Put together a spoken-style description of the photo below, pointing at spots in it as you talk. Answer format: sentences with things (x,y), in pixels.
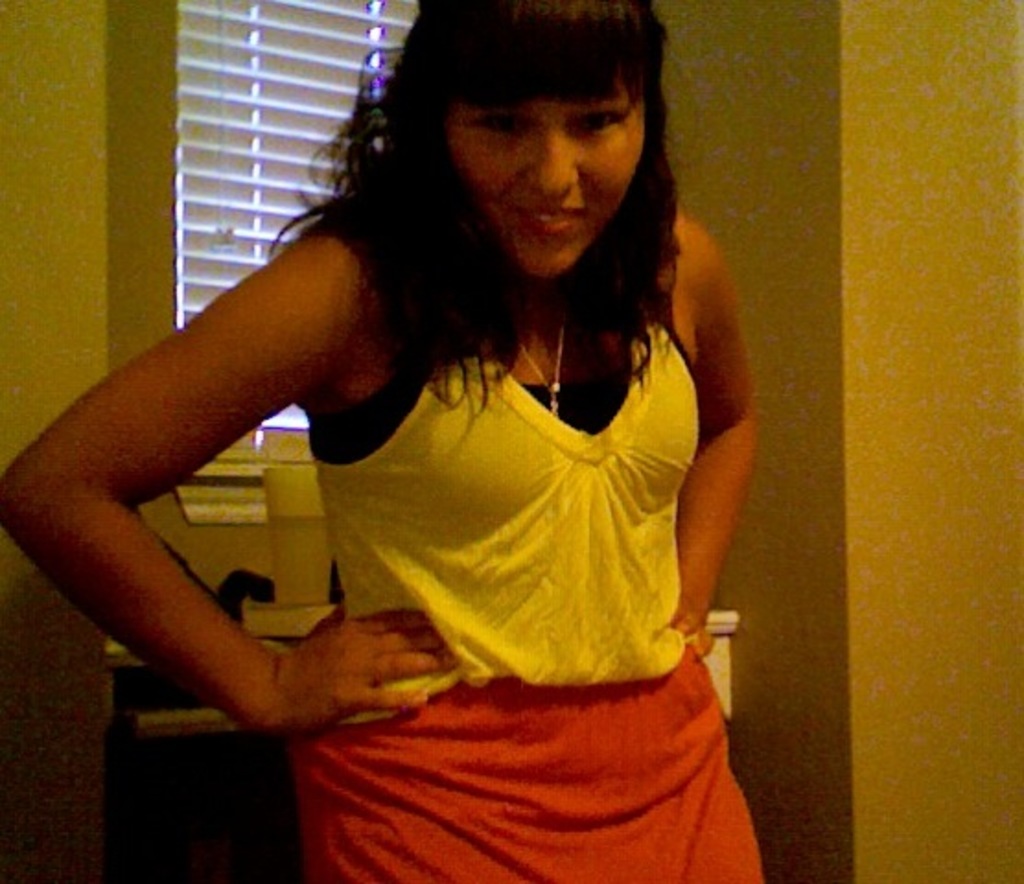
Here we can see a woman (512,553) is standing. In-front of this window (220,98) there is a glass (287,510).
